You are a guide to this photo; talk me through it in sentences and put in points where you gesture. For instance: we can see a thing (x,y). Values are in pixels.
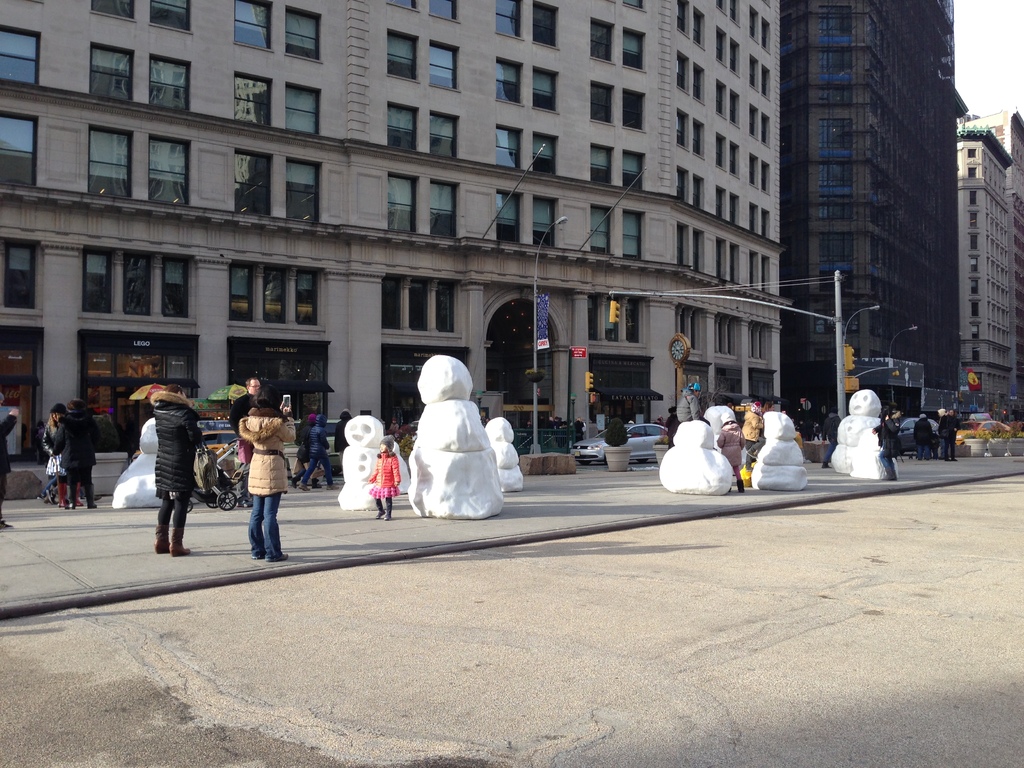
In the image there are some snow sculptures (875,408) and around them there are few people (70,415), behind the people (56,408) there are many tall buildings (767,144).
